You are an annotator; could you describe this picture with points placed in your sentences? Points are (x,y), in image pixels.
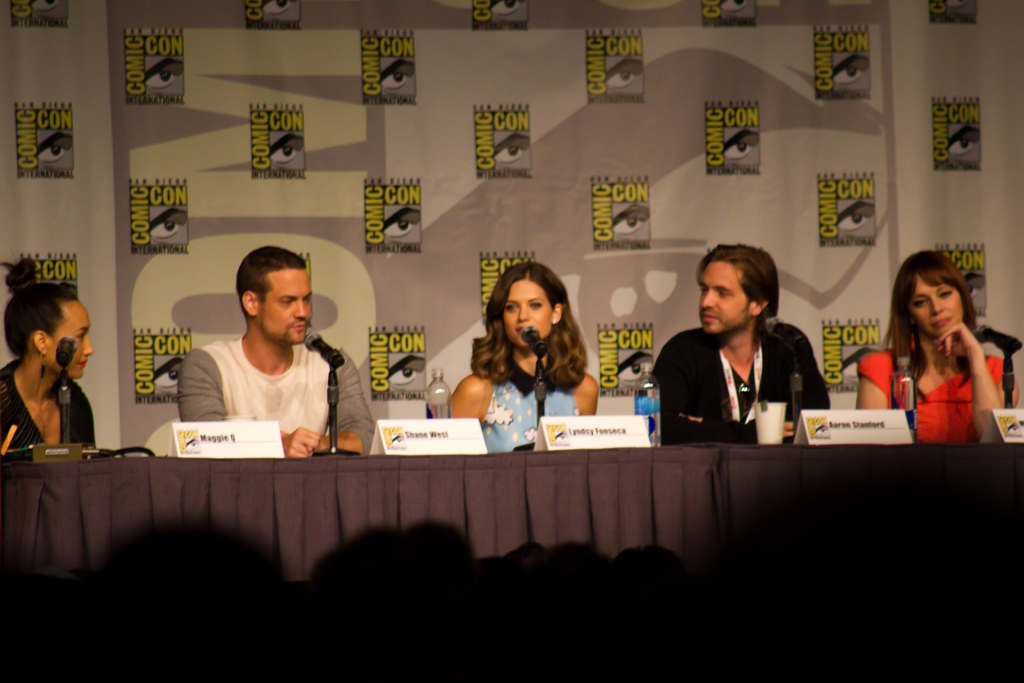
This picture shows a group of people (76,428) seated on the chairs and speaking with the help of a microphones (316,337) and we see a hoarding (553,181) back of them.
